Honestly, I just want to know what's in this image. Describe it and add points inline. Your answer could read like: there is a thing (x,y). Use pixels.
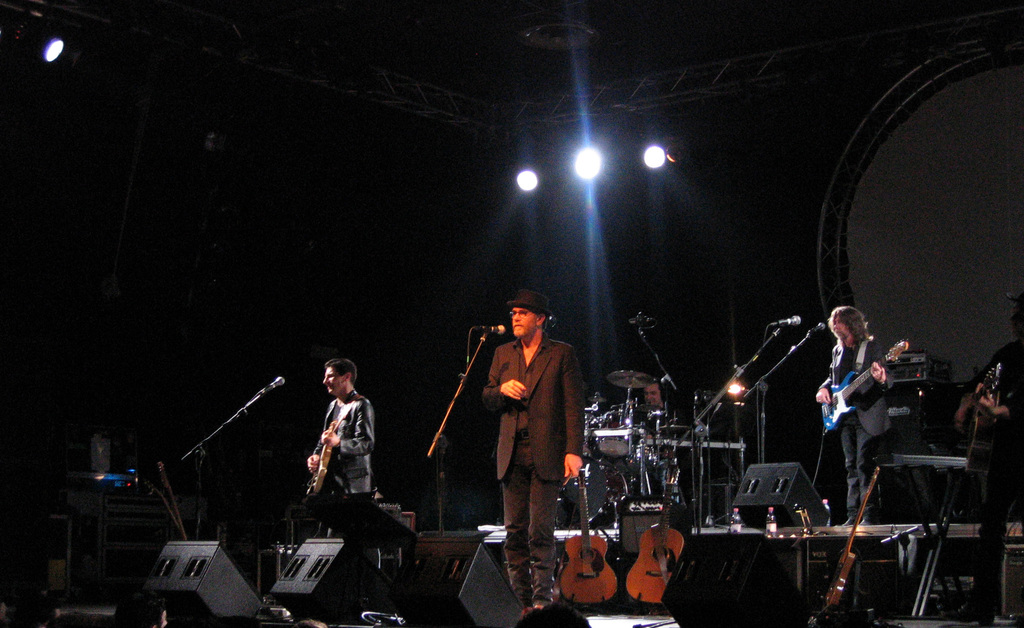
In this picture there are people (537,398) standing they have microphones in front of them and the person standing on to the right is playing the guitar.
